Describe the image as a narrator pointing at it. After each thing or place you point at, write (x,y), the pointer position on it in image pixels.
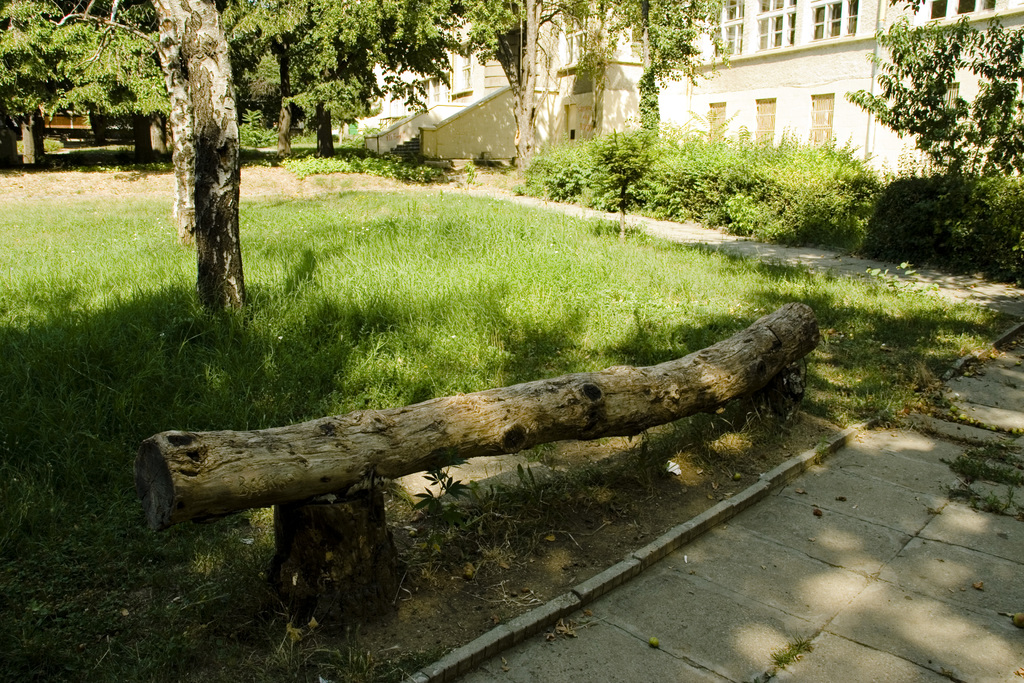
In this image we can see a wooden log (504,389) on the stumps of the trees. We can also see some grass (206,379), a pathway (889,566), the bark (210,210) of the trees (217,199), plants (681,184), a group of trees (332,91), some buildings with windows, doors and a staircase (468,156).
